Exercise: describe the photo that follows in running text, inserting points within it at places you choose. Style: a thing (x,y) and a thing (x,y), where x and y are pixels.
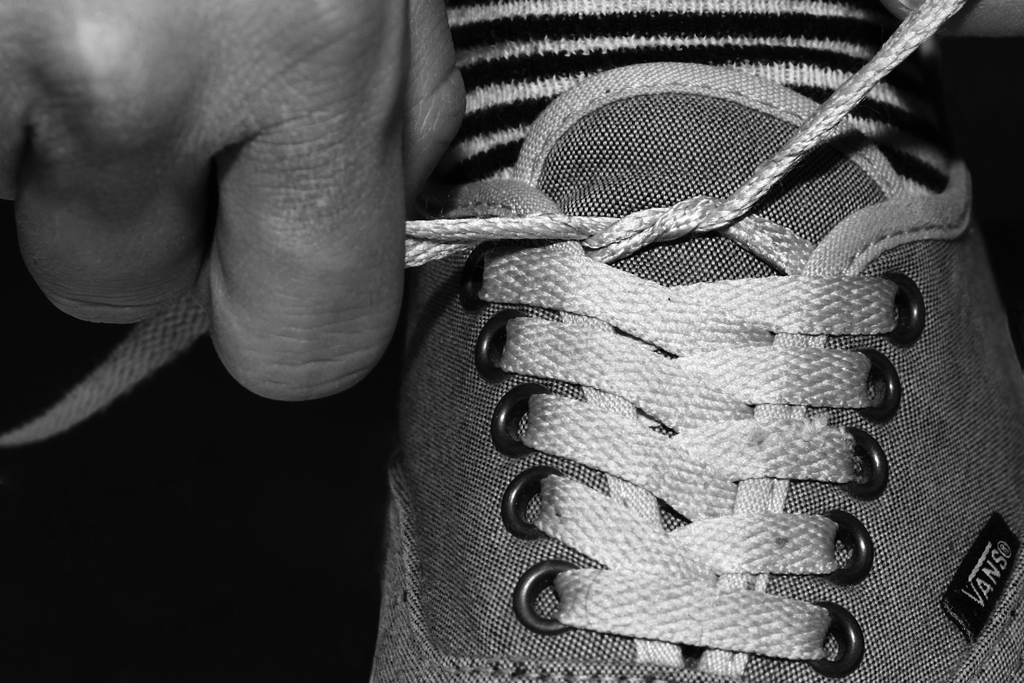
This is a black and white image. I can see a person's hand (322,259) holding shoe lace (539,234). This is the shoe (906,600) with lace (734,524). I think this is the socks (632,34). The background (280,574) looks dark.
